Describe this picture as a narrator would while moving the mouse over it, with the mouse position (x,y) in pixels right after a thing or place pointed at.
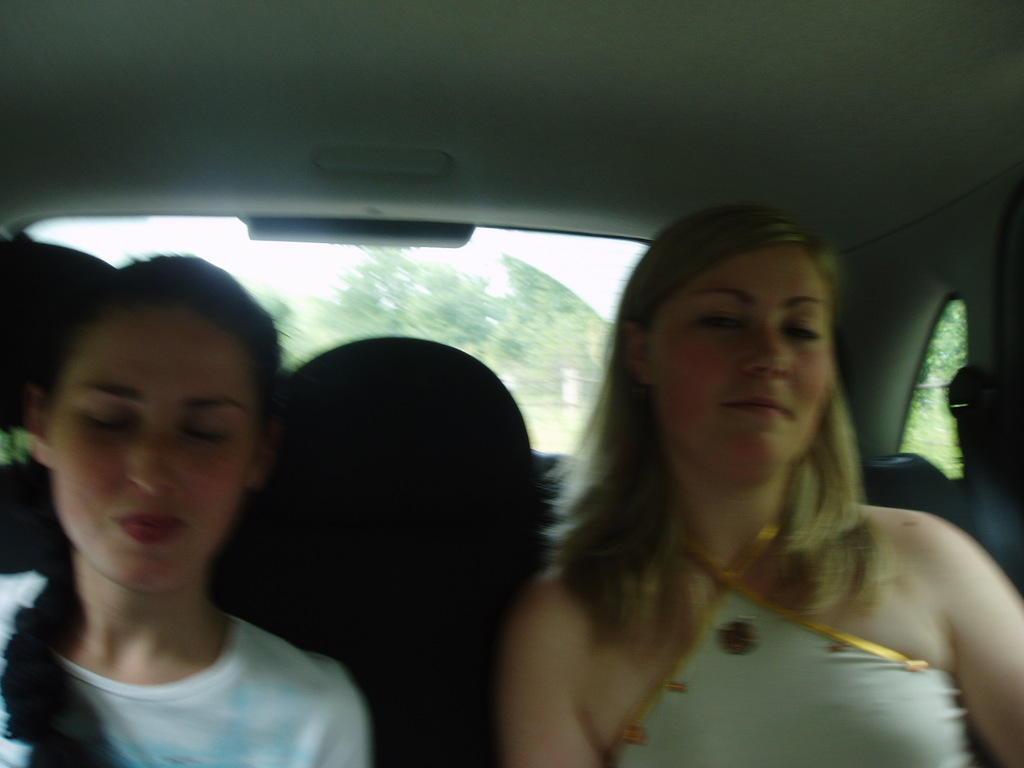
This picture is clicked inside the vehicle (453,34). In the foreground (703,554) we can see the two persons (746,573) sitting on the seat (463,547). In the background (312,282) there is a window (284,257) and through the window (597,267) we can see the sky (579,272) and the trees (432,312). At the top (619,83) there is a roof (546,87) of the vehicle (478,99).
